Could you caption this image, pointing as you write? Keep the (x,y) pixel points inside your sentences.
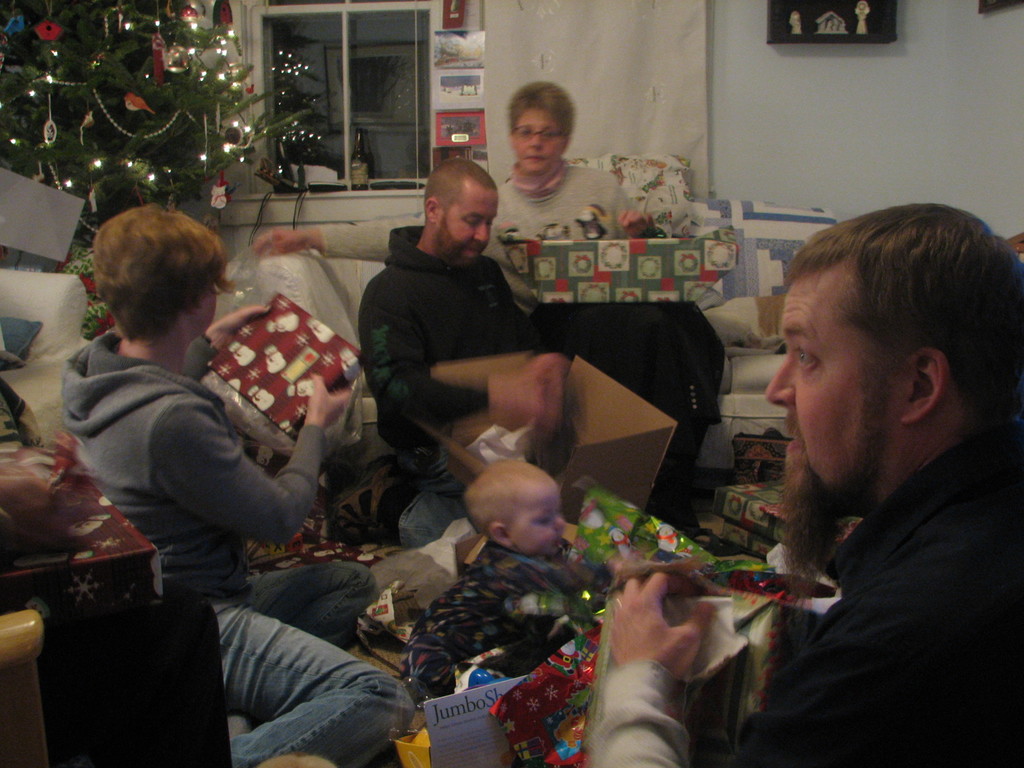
The image is taken in a room (930,507). In this picture there are people (430,231) opening christmas gifts (721,638) and there are boxes (584,475), couches (351,316) and other objects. At the top (205,82) there are lights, christmas tree (138,162), window (373,95), posters (471,119), frame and wall (862,78).
